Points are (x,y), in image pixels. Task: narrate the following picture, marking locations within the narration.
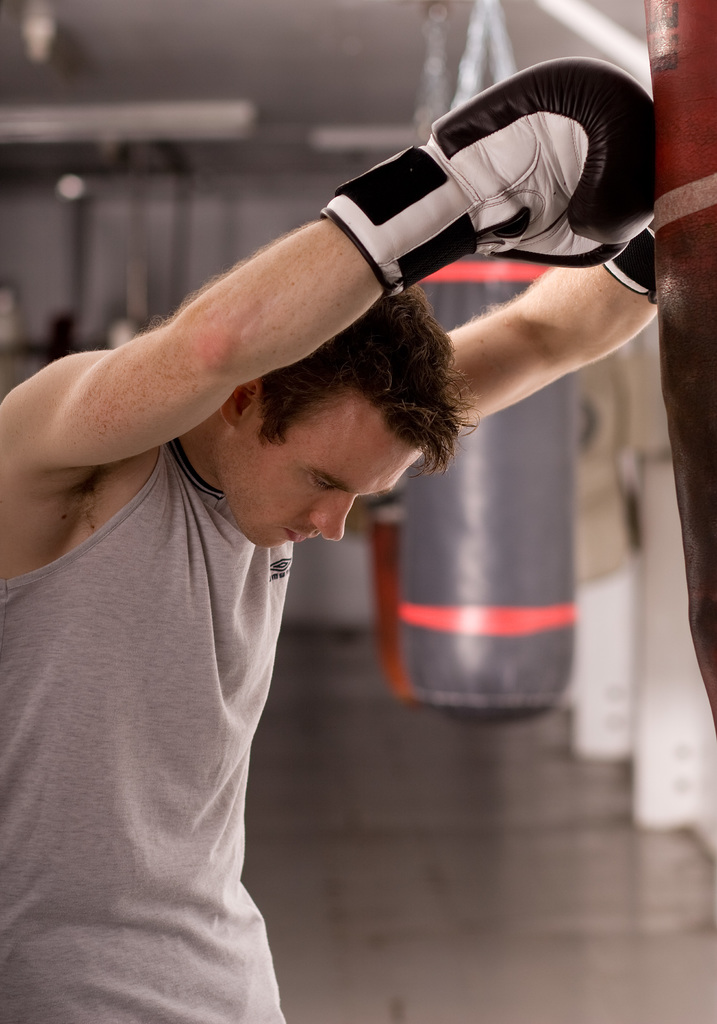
In this image there is one person (161,433) who is wearing gloves (529,148), and in front of him there is a boxing object (659,93). At the bottom (424,834) there is floor (434,793), and in the background (450,504) also there is one boxing object (452,598) and some other objects (675,535). At the top (308,49) there is ceiling (376,51).
